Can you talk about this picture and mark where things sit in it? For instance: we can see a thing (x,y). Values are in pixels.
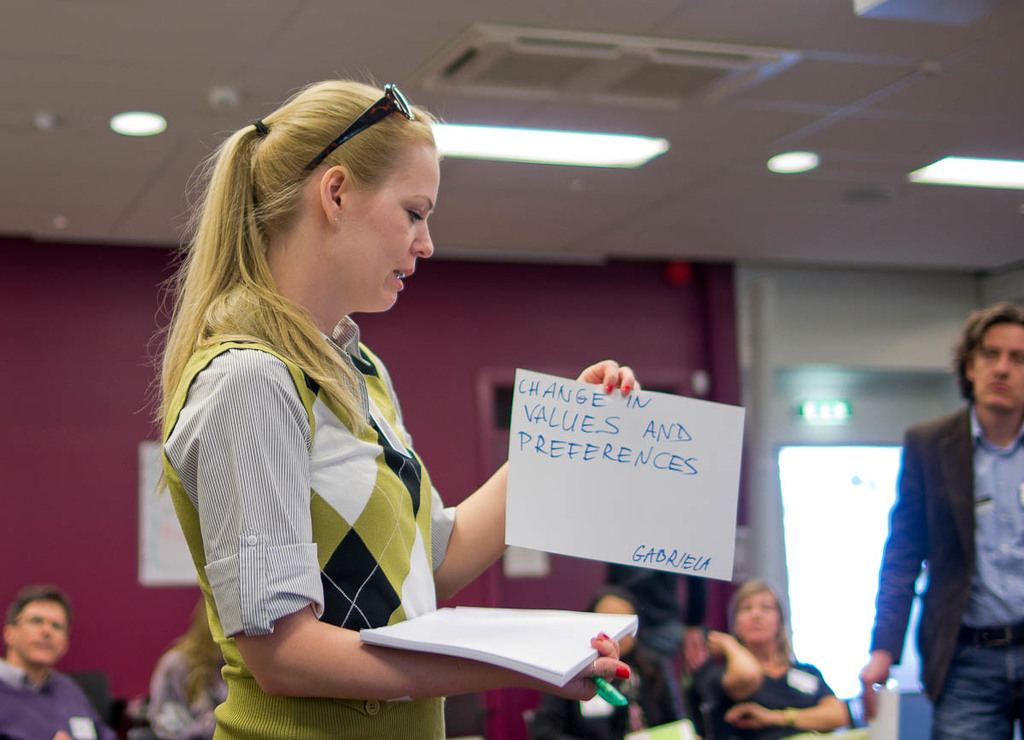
In this picture there is a girl (369,489) wearing white and green color sweater (378,540), holding the white papers (598,391) in the hand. Behind there is a red color wall (119,573) and a group of men and women (638,683) looking to her. On the right side (932,495) there is a man (915,511) wearing black color and blue shirt (944,589) watching to the girl (371,507). Above on the ceiling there are some spotlights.
